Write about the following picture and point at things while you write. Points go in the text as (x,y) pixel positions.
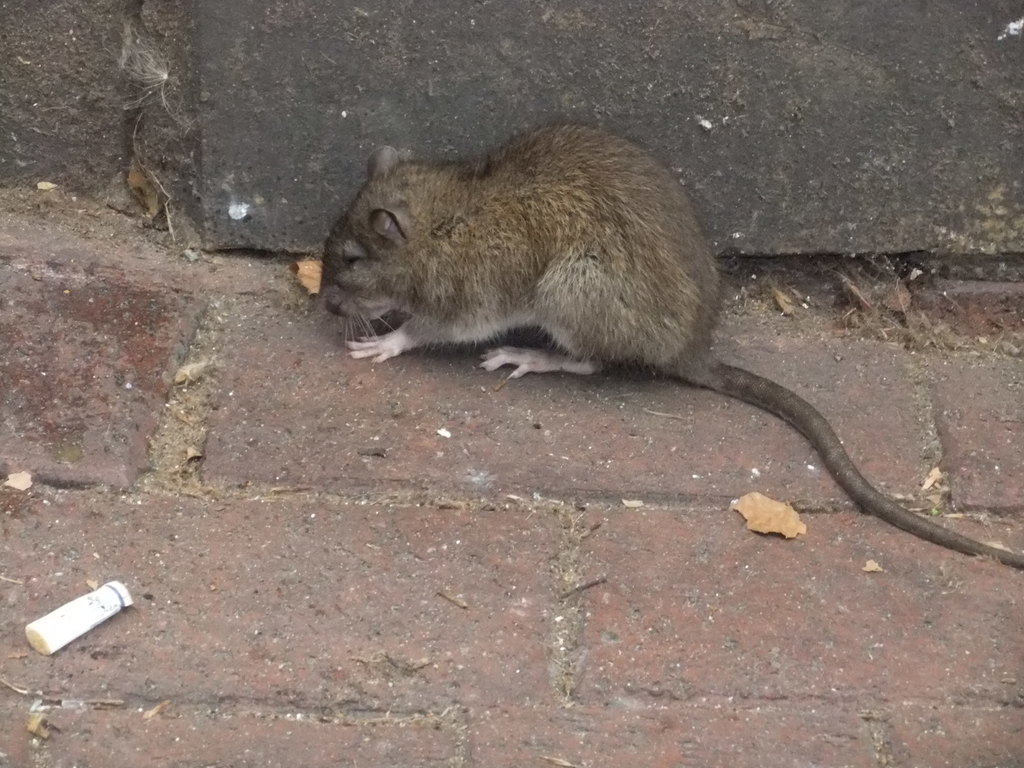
In this picture we can see rat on the surface (246,370) and we can see wall (256,85).
